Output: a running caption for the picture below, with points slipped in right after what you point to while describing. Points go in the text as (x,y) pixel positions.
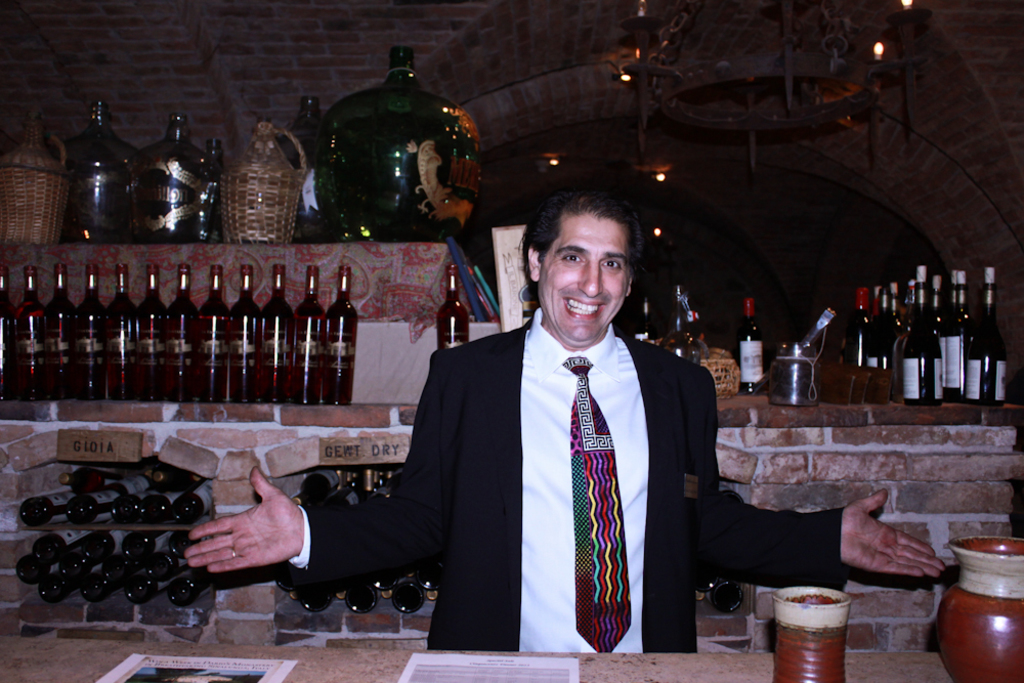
In this picture I can see few bottles (267,333) on the shelves (314,409) and I can see a man (442,386) standing with a smile on his face (596,313) and I can see couple of papers (251,667) and few items (829,616) on the table (641,663) and I can see dark background (561,26).
